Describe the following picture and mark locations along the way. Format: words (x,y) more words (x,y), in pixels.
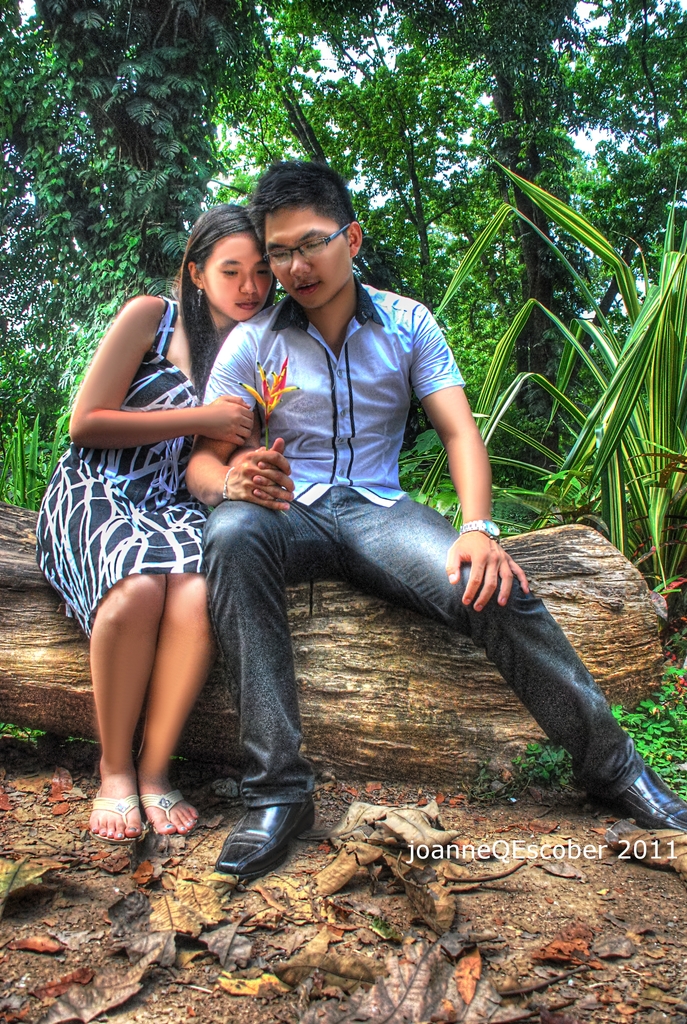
In the image we can see a man (312,560) and a woman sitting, wearing clothes (270,584) and the man (275,536) is wearing a wrist watch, shoes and spectacles (322,241). Here we can see the dry leaves (323,968), a wooden log (392,699), grass (672,694) and trees (416,134). Here we can see the flower (277,401) and on the bottom right (574,843) we can see the watermark (558,846).
